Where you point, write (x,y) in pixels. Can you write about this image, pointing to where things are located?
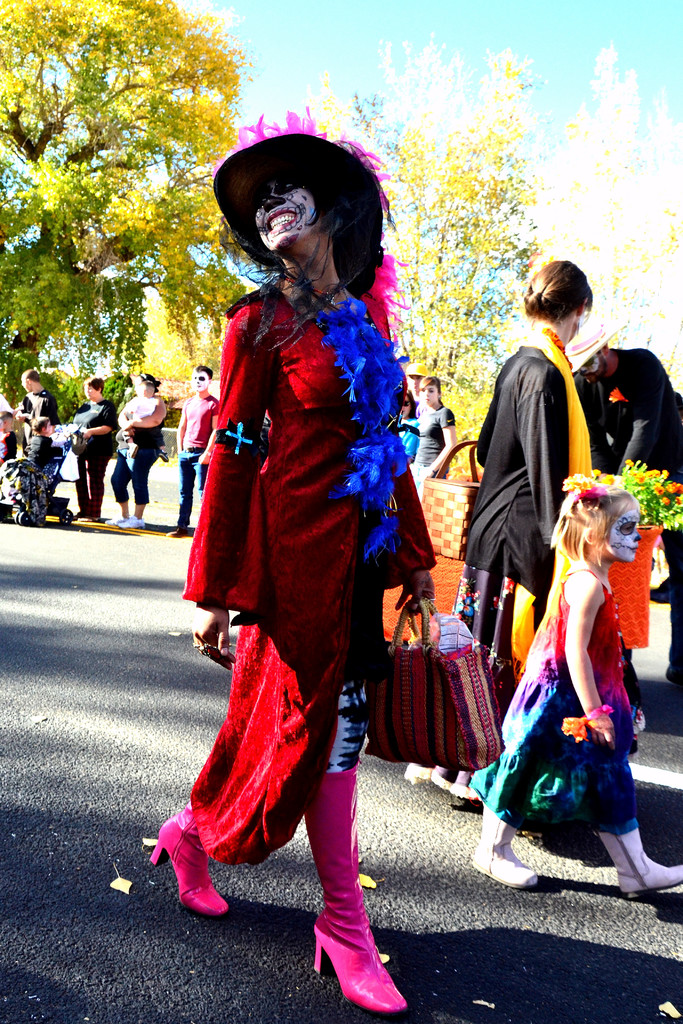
In this image there is a woman (355,608) walking with a smile on her face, the woman (319,566) is holding a bag (418,664) and wearing a hat (297,172), behind the women (302,485) there are few other people (181,435), in the background of the image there are trees (112,391).
